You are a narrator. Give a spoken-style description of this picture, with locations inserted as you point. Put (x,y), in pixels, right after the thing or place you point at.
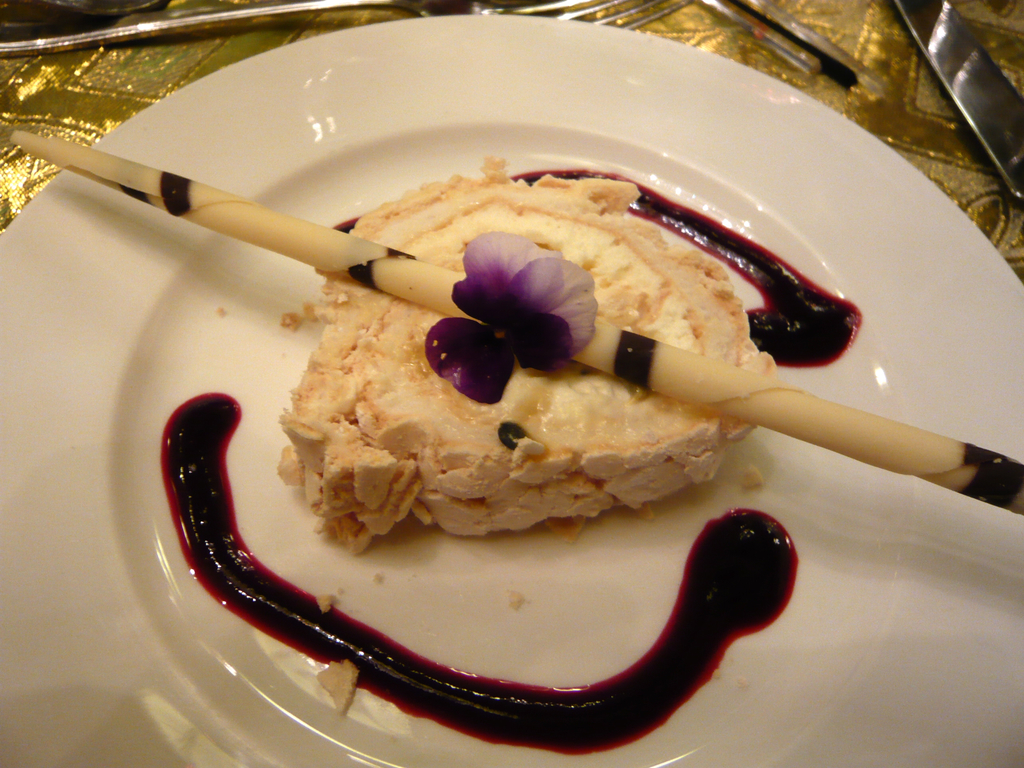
In this image we can see the plate (927,506). Here we can see the pastry (595,427) and sauce (510,703) on the plate (598,563). Here we can see forks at the top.
